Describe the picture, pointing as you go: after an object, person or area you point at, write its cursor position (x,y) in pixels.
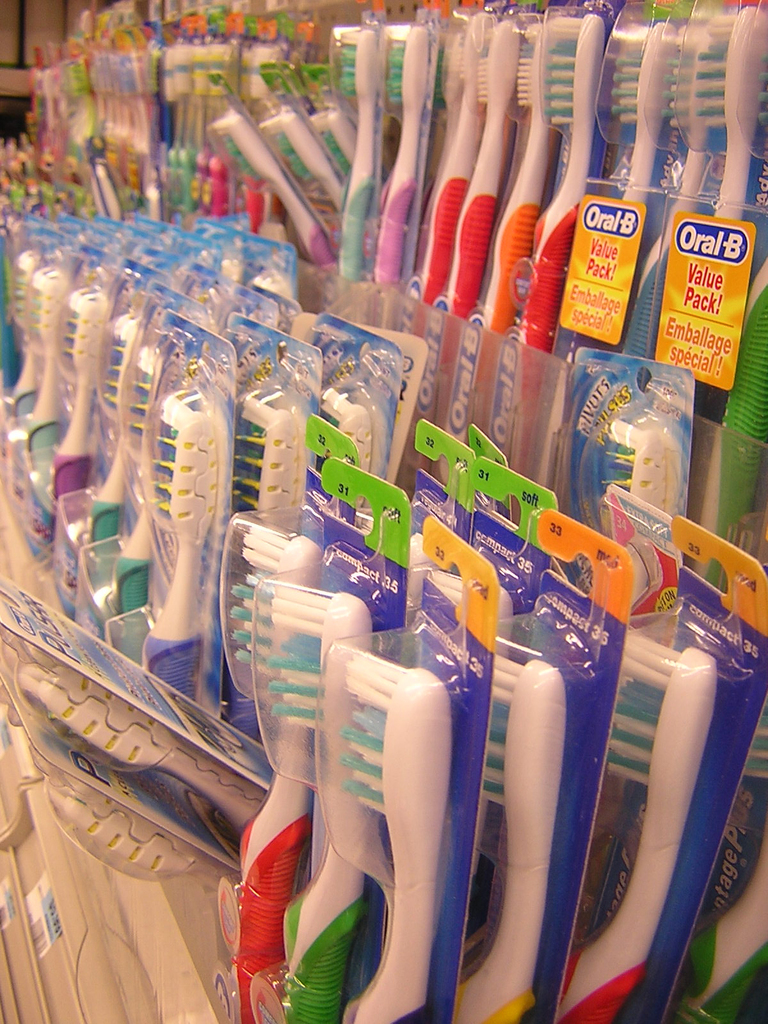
In this image there are so many bunch of packaged toothbrushes (336,766).
